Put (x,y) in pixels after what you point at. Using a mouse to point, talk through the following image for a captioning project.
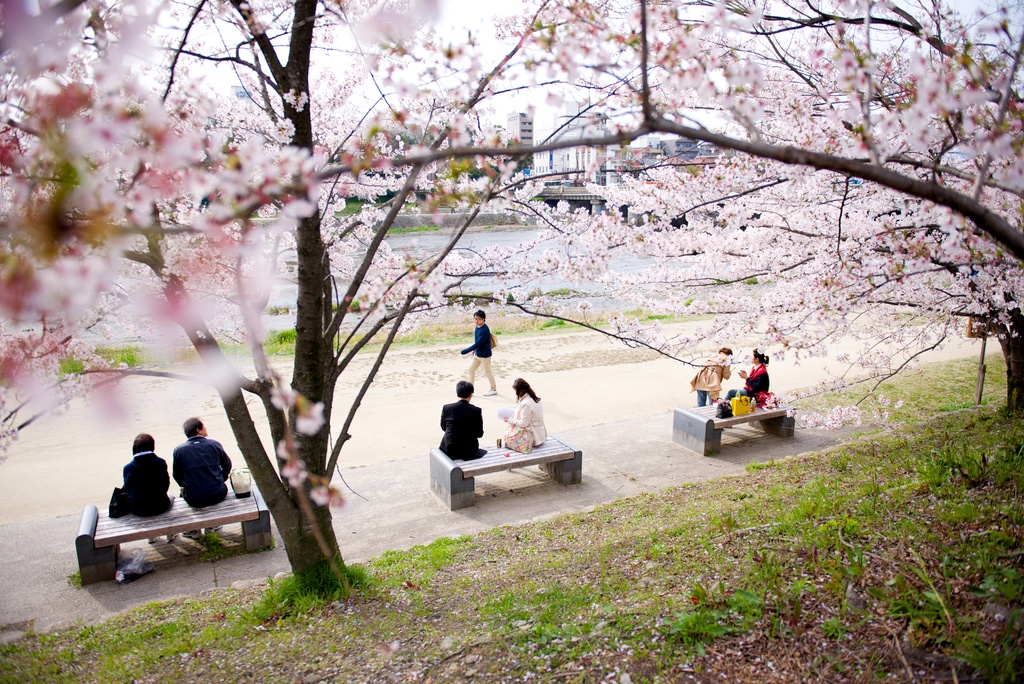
In this image we can see a flower tree (664,188), grass (519,589) and also the persons (227,469) sitting on the benches (448,463). We can also see the road (411,469) and also some buildings (546,155) in the background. We can see a person (485,352) holding the bag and walking on the path (513,361).
